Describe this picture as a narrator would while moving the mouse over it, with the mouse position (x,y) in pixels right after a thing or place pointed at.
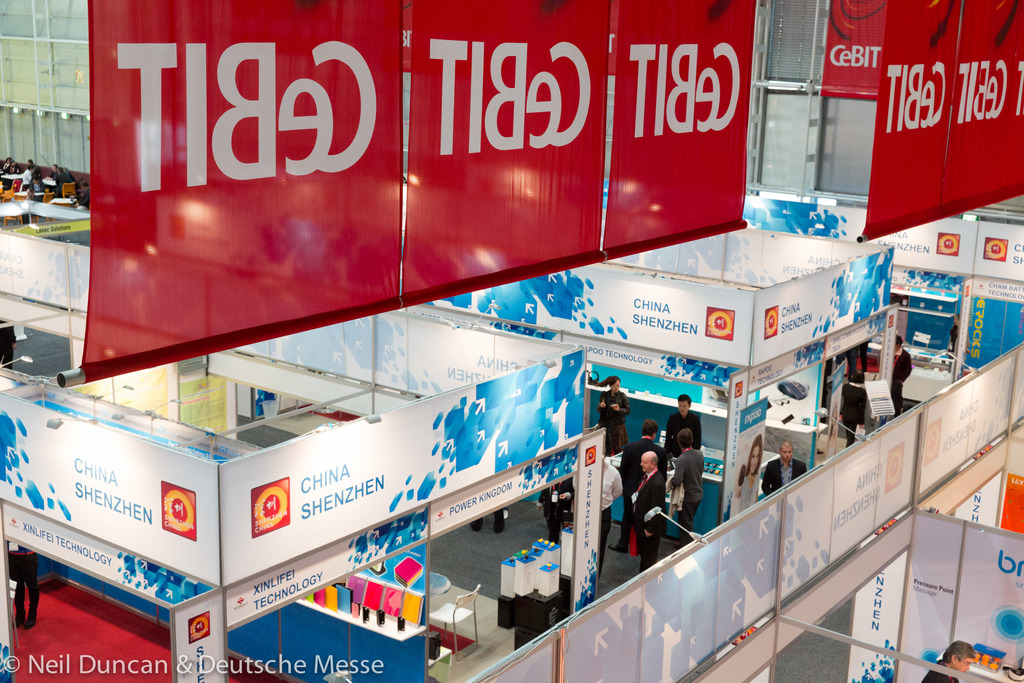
In this image, in the middle (408,433) and on the right side (897,99), we can see a hoarding (921,99). At the bottom of the image (787,496), we can see hoardings (1009,370), table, chairs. In the background (20,202), we can also see a group of people (36,182), few tables (53,180), chairs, glass window (30,124).
